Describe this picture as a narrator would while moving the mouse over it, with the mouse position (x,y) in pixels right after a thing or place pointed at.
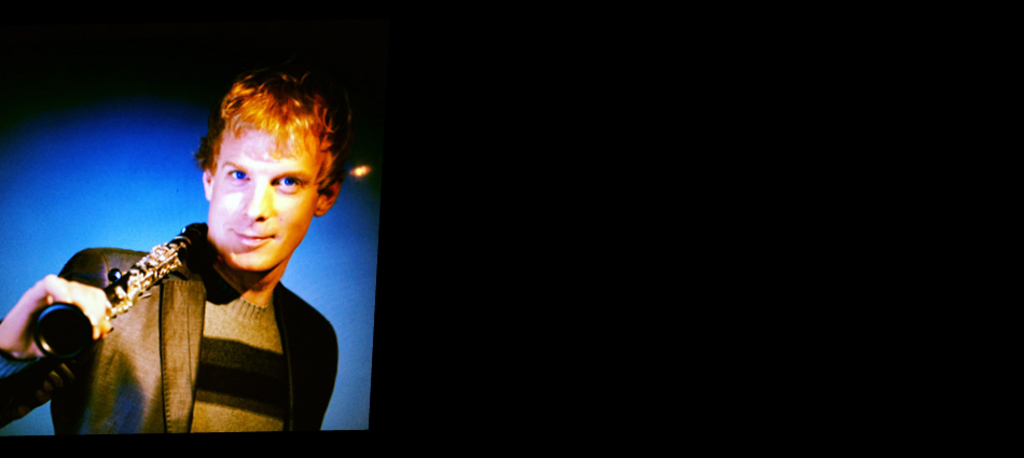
In this picture we can see a screen (167,321) and on the screen (199,343) there is a man (146,332) holding a music instrument (138,294). Behind the screen (221,286) there is a dark background (602,203).
